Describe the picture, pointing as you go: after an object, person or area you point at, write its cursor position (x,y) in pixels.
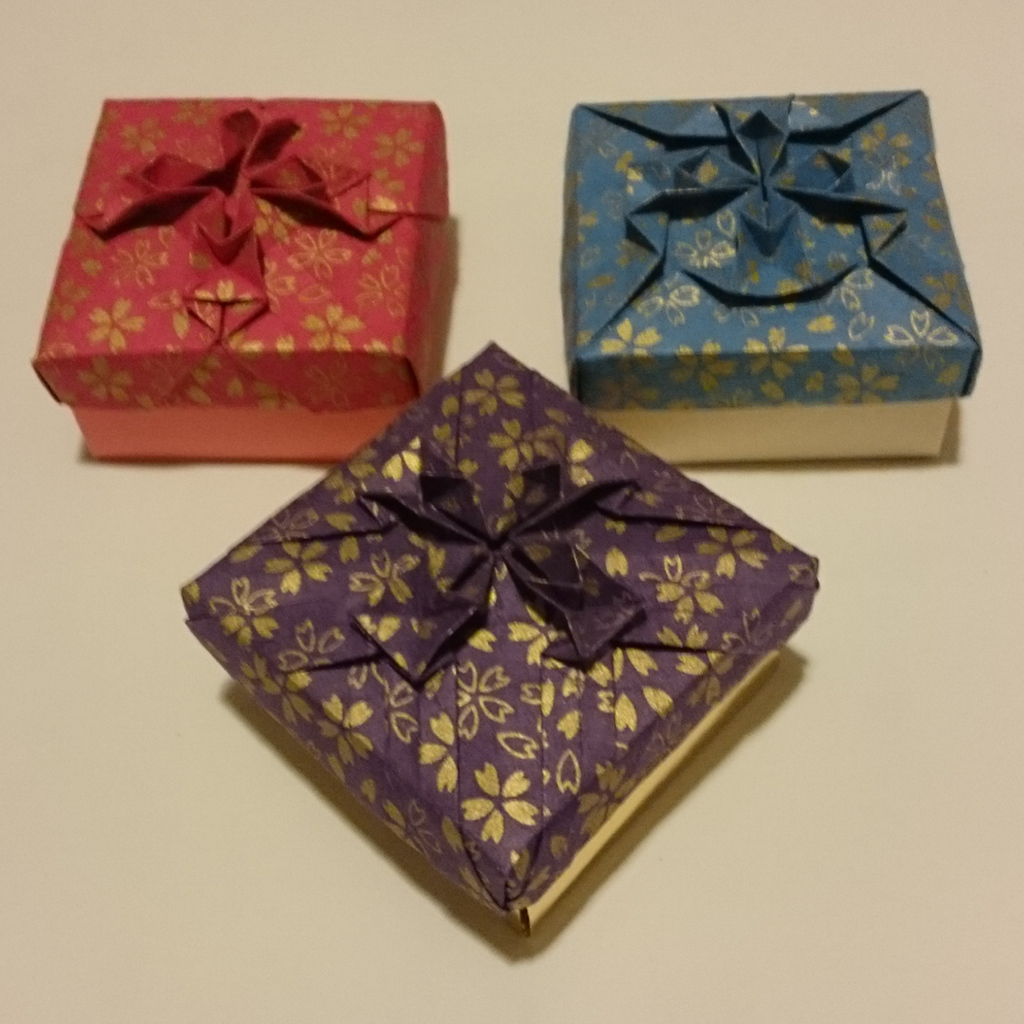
In this image we can see three gift packs (381,507) which are of different colors like red, blue and violet.
